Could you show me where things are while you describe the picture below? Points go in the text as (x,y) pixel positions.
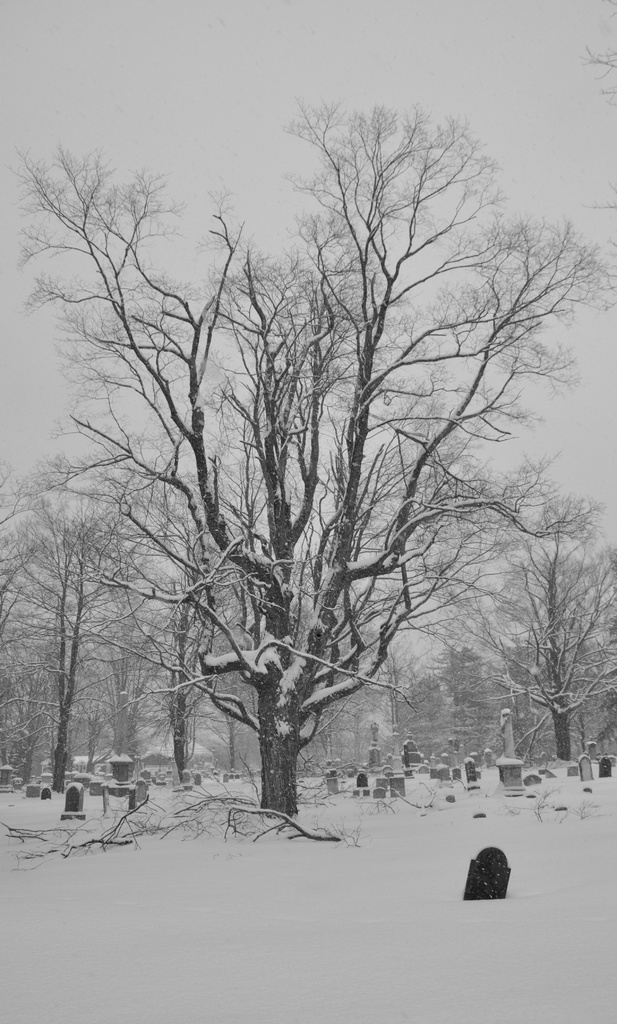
Here we can see snow (613,898), trees (344,584), sky (62,386) and graveyards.
